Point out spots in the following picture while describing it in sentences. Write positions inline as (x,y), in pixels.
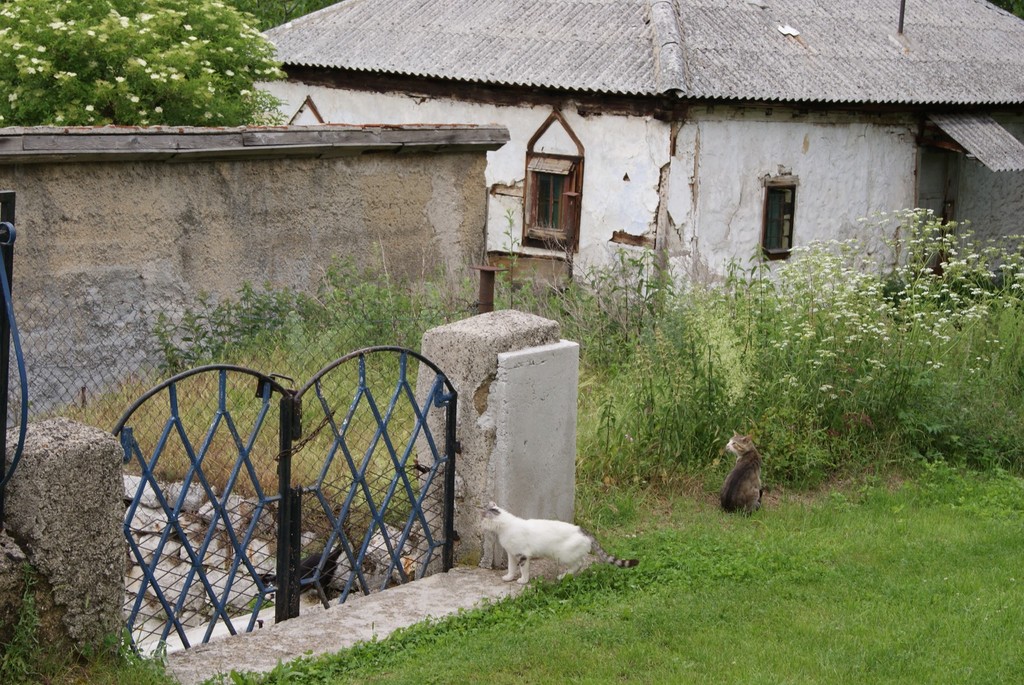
In this image we can see two cats (758,473) on the grassy land (647,578). In the background (369,464), we can see a gate (364,436), plants (682,298), houses (638,157) and trees (190,81).
